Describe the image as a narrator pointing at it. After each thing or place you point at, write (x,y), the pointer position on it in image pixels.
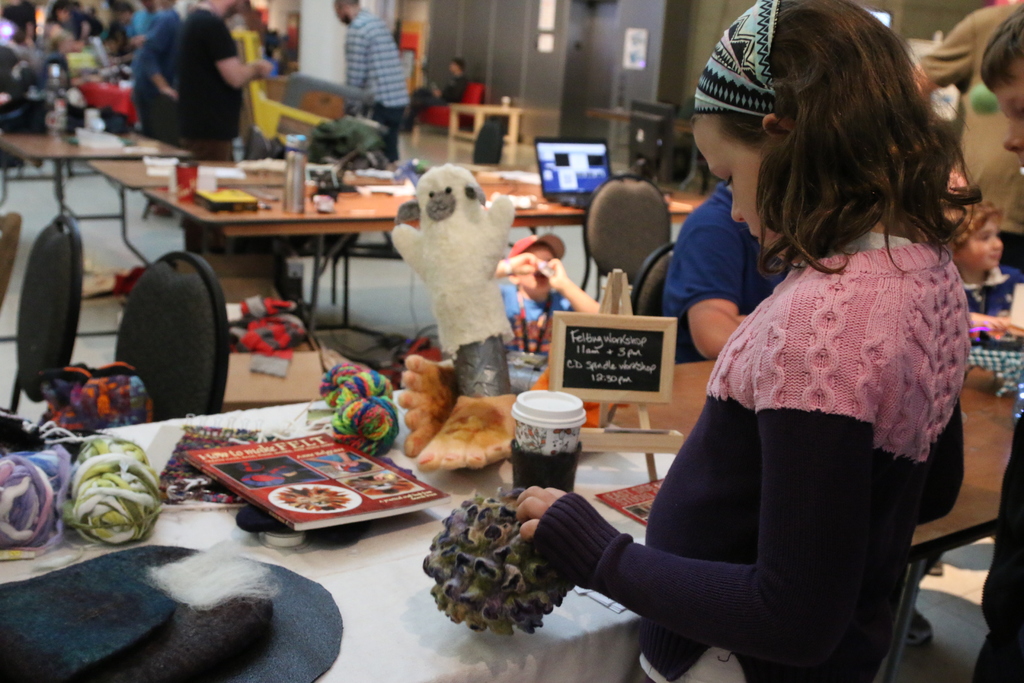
In the foreground of the image (848,609) there is a girl (734,513) holding an object (523,563). In the center of the image (345,454) there is a table (387,606) on which there book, glasses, toys (449,463) are many objects (533,481). In the background of the image (176,116) there are people (373,28), there are tables (217,220), chairs (650,276). There are many objects (569,168) on the table (533,189). To the right side of the image (973,222) there is a girl (969,314).
